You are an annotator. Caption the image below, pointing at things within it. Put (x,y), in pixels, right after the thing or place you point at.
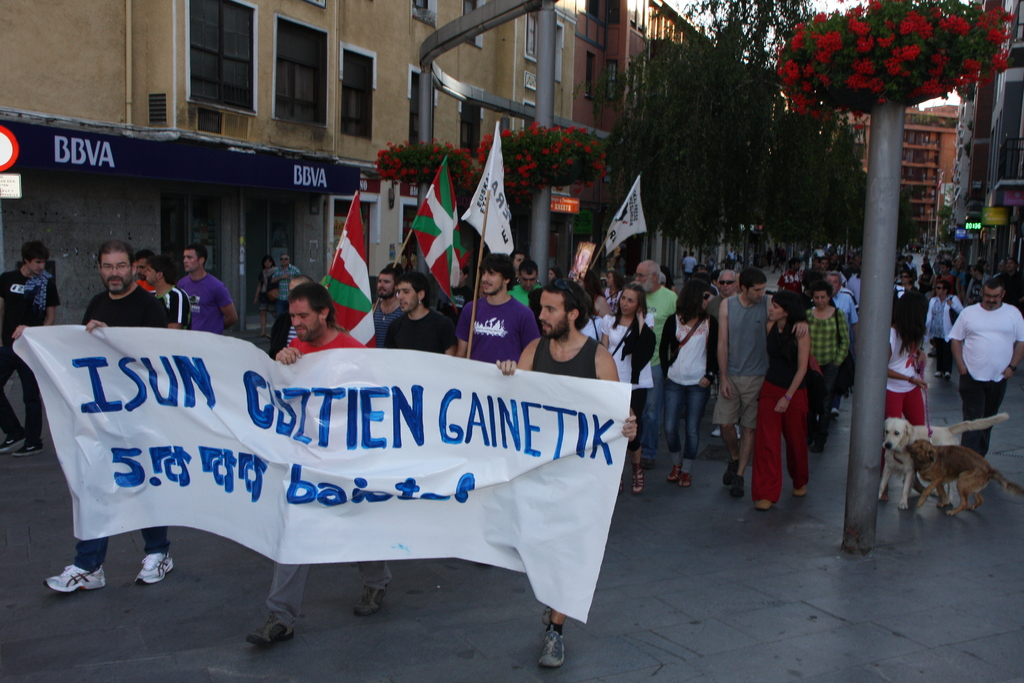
In this image we can see some people (630,337) in the street (528,595) and among them few people (578,282) holding a banner (451,547) and there is some text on it and few people (415,291) holding flags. There are some buildings (416,60) and we can see some trees (762,140) and flowers (886,57) and there are two dogs (1001,419) on the right side of the image (992,472) and we can see the sky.
